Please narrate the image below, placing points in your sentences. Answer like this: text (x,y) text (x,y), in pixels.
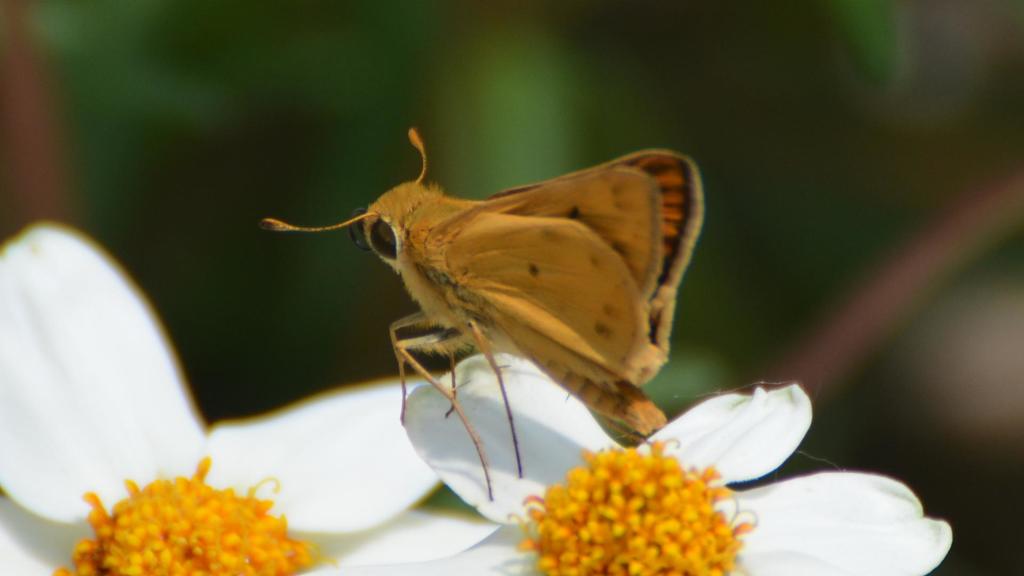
In this picture, we can see an insect (435,313) on a flower (499,388) and behind the insect (506,304) there are blurred things (786,227).
